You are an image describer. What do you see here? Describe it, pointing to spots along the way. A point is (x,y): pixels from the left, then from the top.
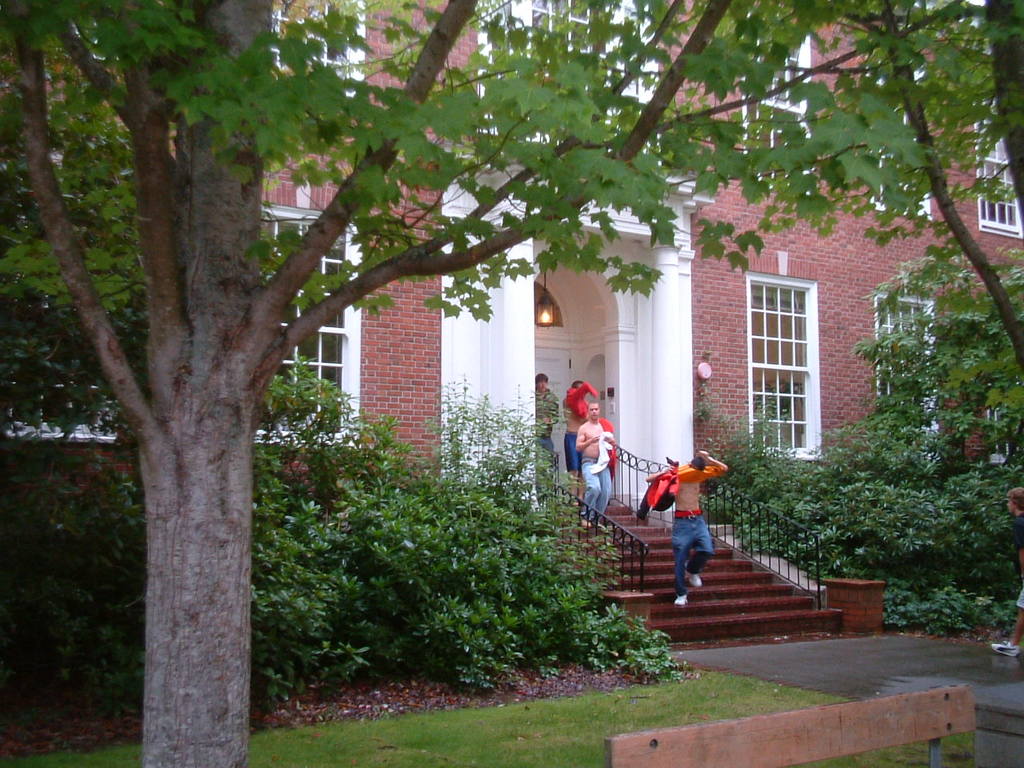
In this image there is a building (565,326), in front of the building (411,379) there are a few people (593,413) walking on the stairs (651,567) and there is a lamp (552,304) hanging, on the both sides of the stairs (637,589) there is a railing (587,513), plants (488,533) and trees (213,434). At the bottom of the image (812,721) there is a wooden bench (903,738) and there is a person (1010,641) walking.
